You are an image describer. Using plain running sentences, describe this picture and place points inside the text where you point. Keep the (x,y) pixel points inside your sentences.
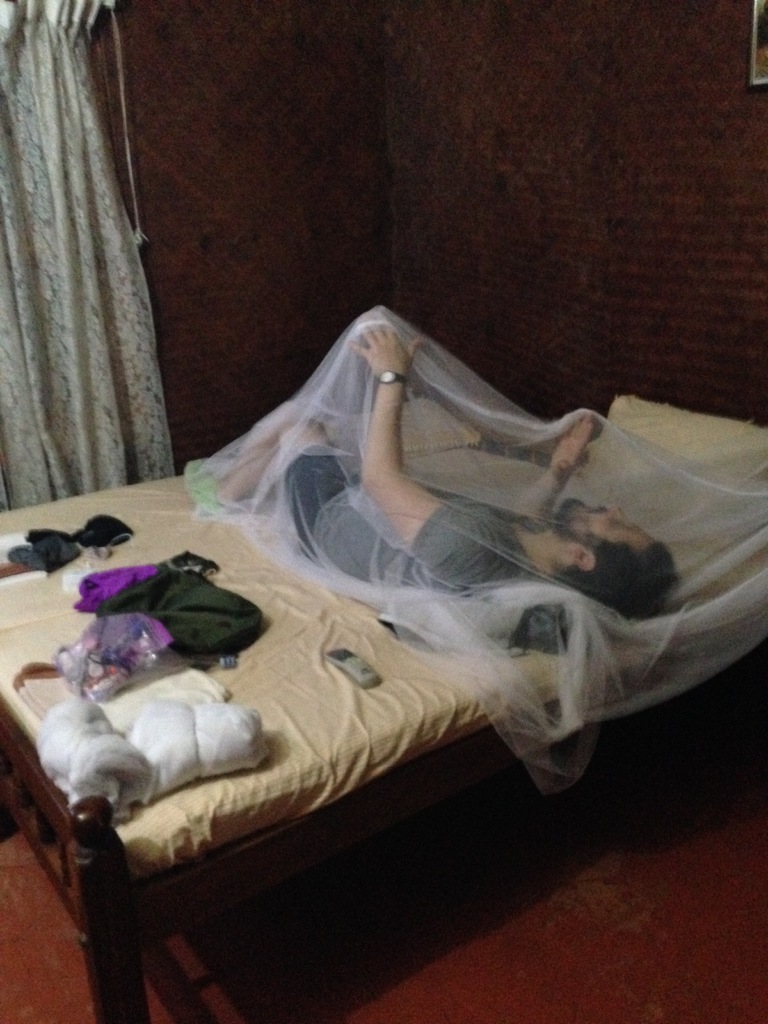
This person (329,502) is lying on this bed (396,724). On this man (550,541) there is a transparent curtain (471,547). On this bed (352,732) we can able to see towels (160,727), remote (357,671), pillows (656,450) and clothes (174,603). Beside this wall (171,223) there is a curtain (75,276).
